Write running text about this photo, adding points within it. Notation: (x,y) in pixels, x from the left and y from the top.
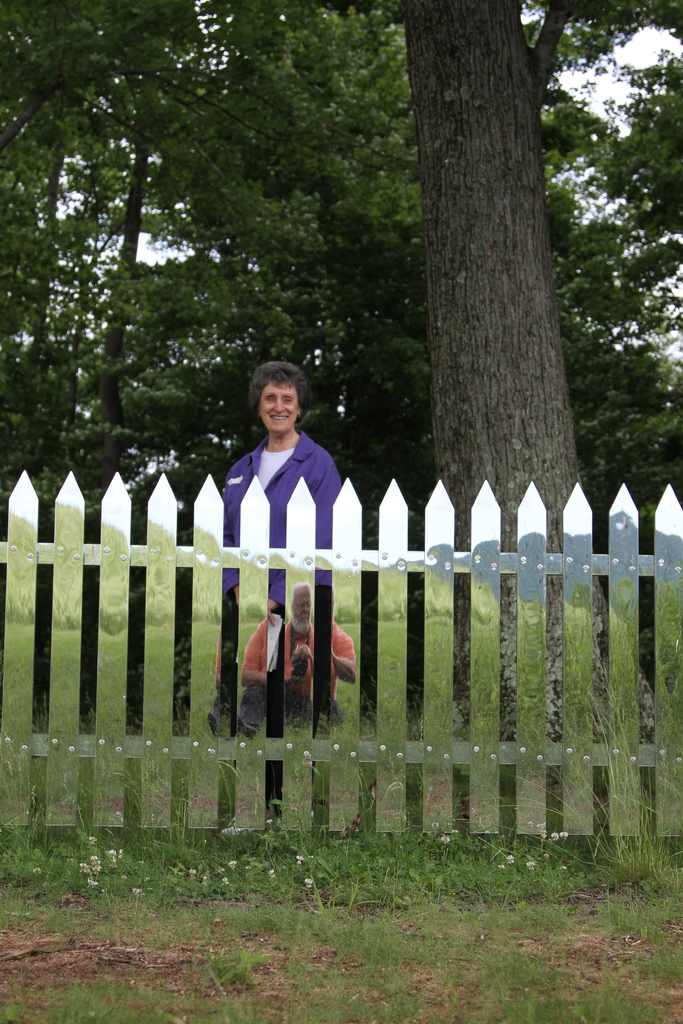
In this image in the front (342,847) there's grass (426,964) on the ground (420,948). In the center (438,671) there is a fence (437,714) and on the fence (347,725) there is a reflection (301,664) of the person (261,673) sitting, behind the fence (339,654) there is a woman (269,471) standing and smiling and in the background (267,280) there are trees (527,276).
